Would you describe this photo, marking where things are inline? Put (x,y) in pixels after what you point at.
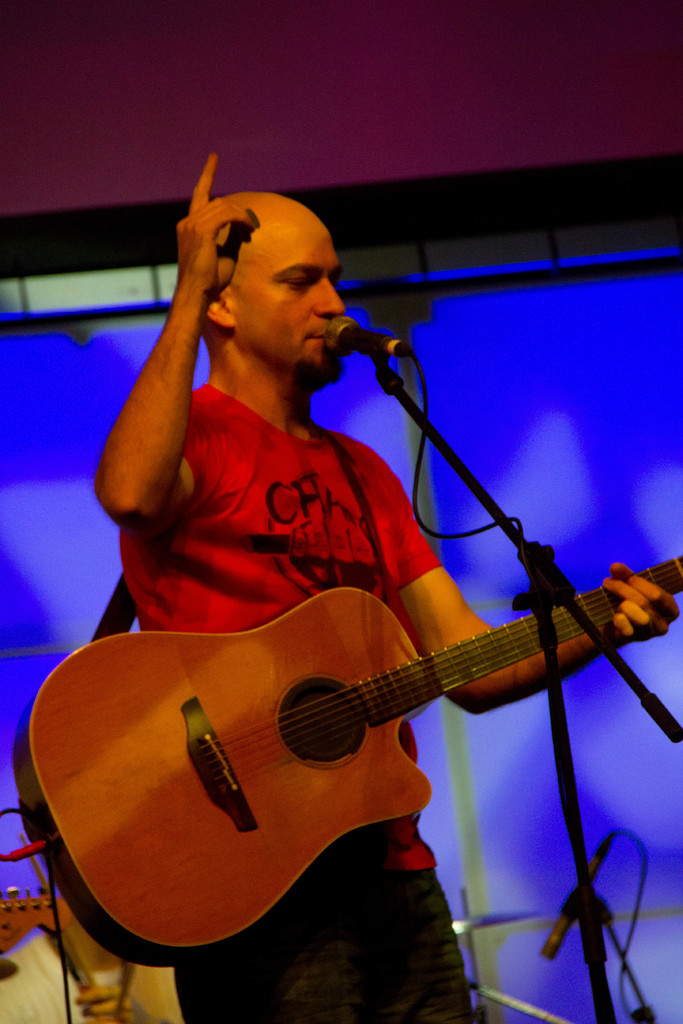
There is a man (174,539) standing at the center (322,360). He is holding a guitar (63,802) in his hand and he is speaking on a microphone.
